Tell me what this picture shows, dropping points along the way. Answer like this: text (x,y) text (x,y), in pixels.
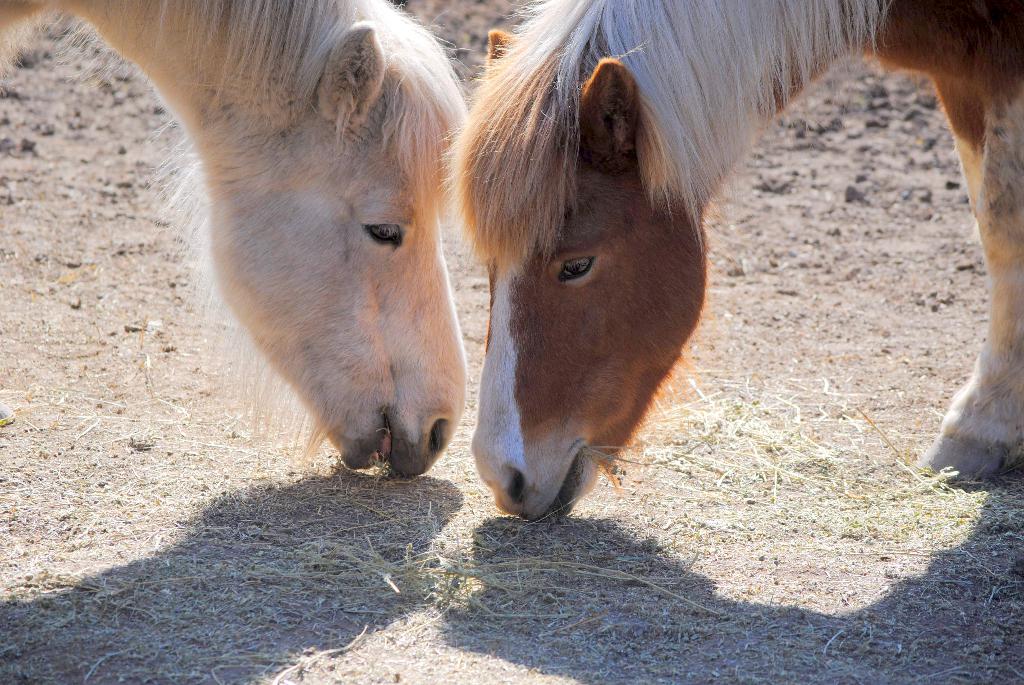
In this image I can see two animals (612,269) eating grass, the animals (655,269) are in brown and white color.
